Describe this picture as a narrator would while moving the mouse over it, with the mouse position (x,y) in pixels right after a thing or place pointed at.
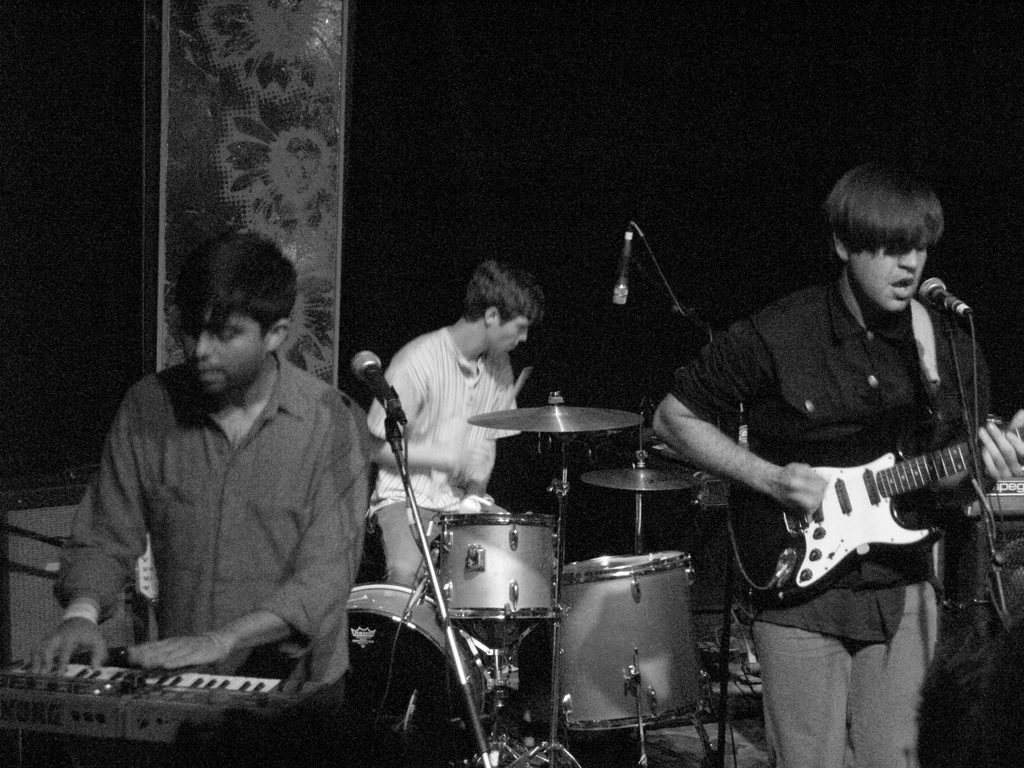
In this image there are group of persons (403,513) who are playing musical instruments (563,535) and at the background of the image (650,101) there is a black color sheet (529,200).
